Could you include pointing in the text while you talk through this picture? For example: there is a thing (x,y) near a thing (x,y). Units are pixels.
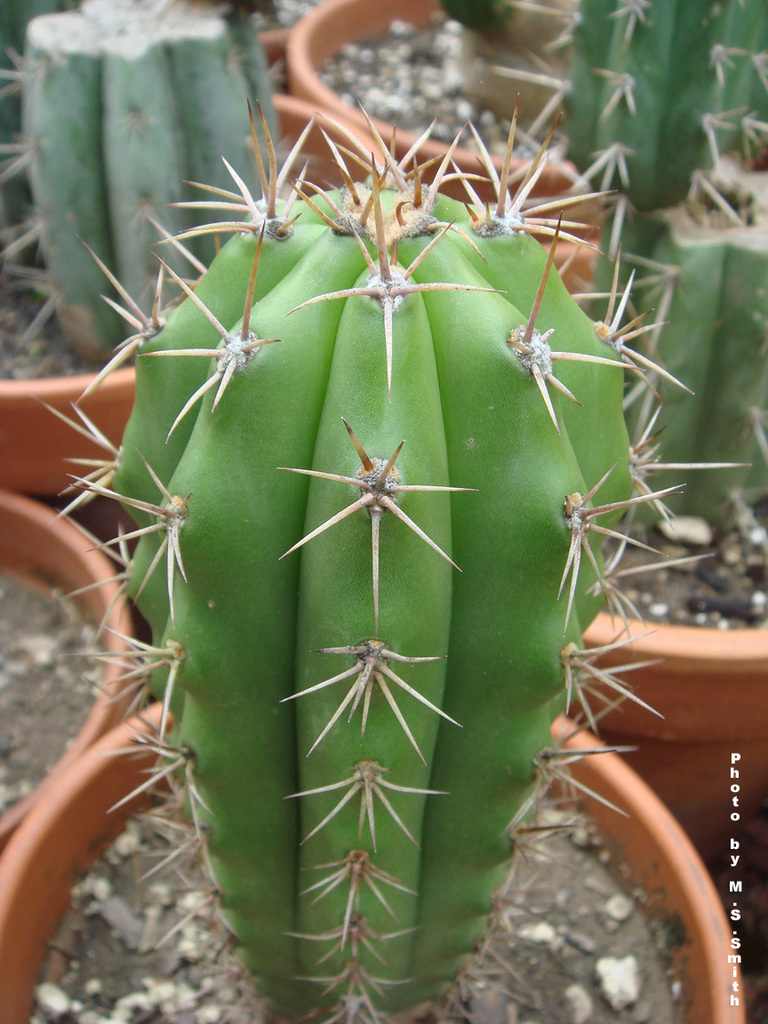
This picture contains a cactus plant (345,679). In this picture, we see cactus plants (664,161).
